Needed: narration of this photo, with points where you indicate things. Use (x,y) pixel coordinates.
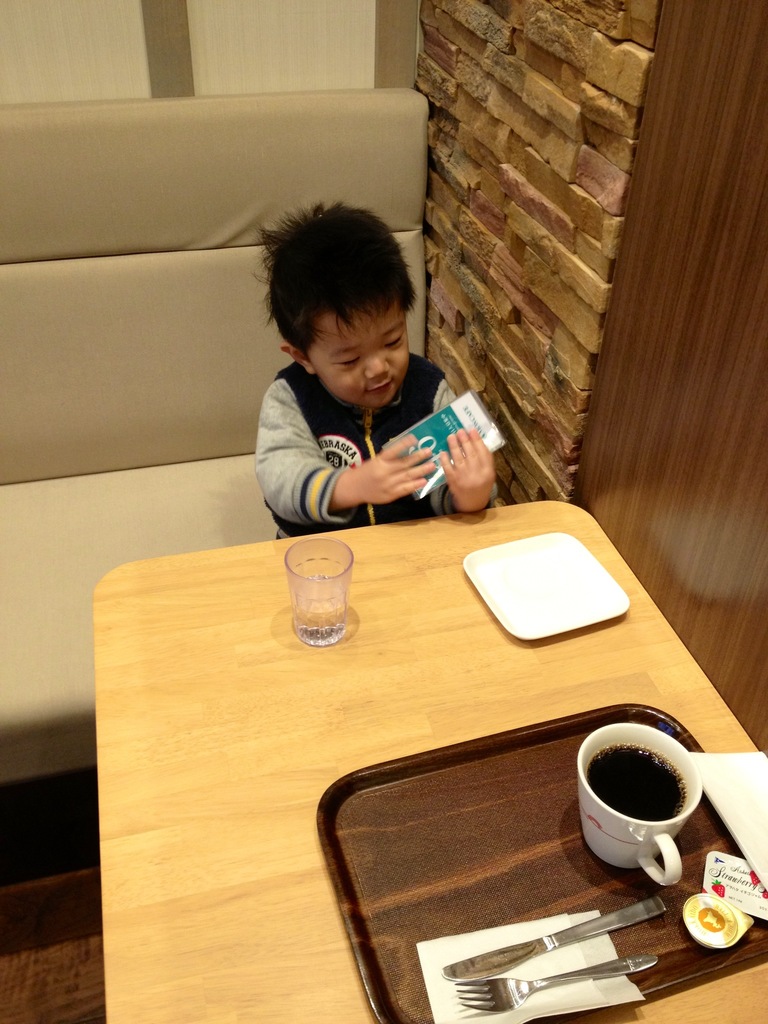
A boy (268,275) is holding a pack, sitting at a table (433,560) with a plate (522,610), glass (341,621) and a coffee cup (607,805) on it.
